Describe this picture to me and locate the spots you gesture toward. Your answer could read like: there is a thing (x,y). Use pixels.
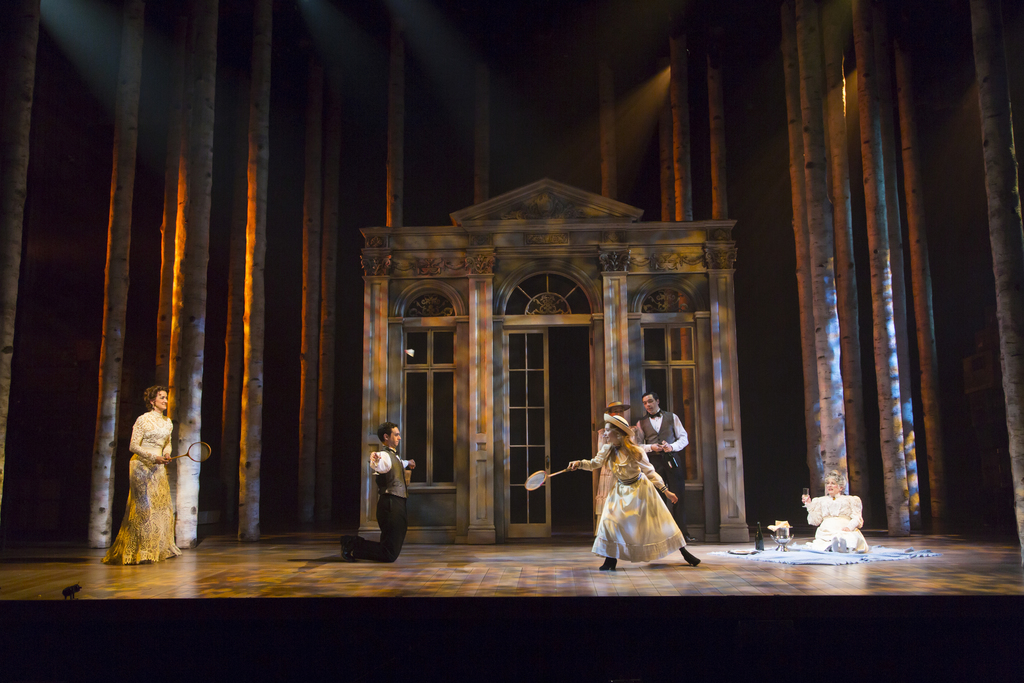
In the center of the image (619,450) we can see two ladies (614,494) standing and holding rackets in their hands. In the background (399,505) there are men (664,452). On the right (825,546) we can see a lady (842,531) sitting. In the background (527,410) there is a door (508,374).
